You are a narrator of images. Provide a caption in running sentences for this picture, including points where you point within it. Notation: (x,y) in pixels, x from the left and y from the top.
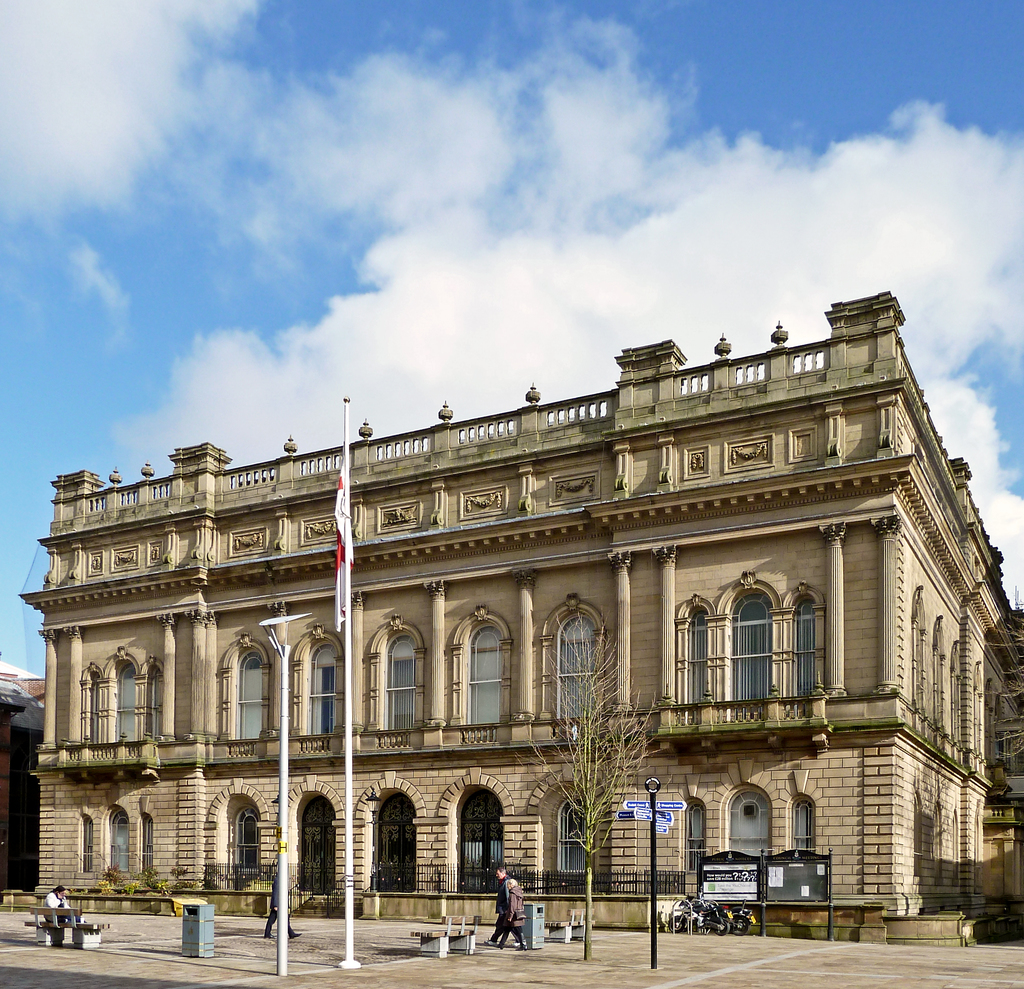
This is an outside view. At the bottom (503,903) there are few people (514,910) walking on the ground (451,976) and also I can see a tree (570,786) and few light poles (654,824). In the bottom left (58,909) there is a person (66,917) sitting on a bench (53,932). In the middle of the image (370,614) there are few buildings (467,735). In front of the building (374,721) there is flag (344,521). At the top of the image (754,53) I can see the sky (779,112) and clouds (702,230). In front of this building (845,810) there are few vehicles (730,914) and boards (744,867).
